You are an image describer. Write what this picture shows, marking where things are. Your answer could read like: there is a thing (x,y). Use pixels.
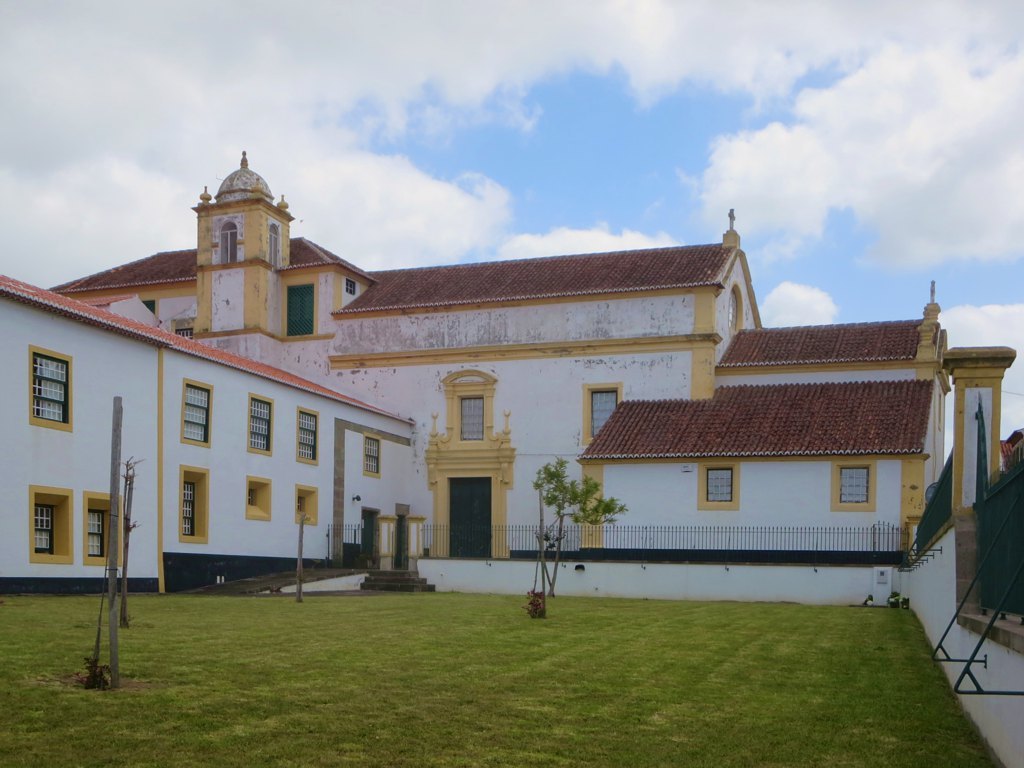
This image consists of a building (485,478). At the bottom (483,682), there is green grass (456,699) on the ground (523,641). At the top (513,100), there are clouds (394,165) in the sky (747,147).
